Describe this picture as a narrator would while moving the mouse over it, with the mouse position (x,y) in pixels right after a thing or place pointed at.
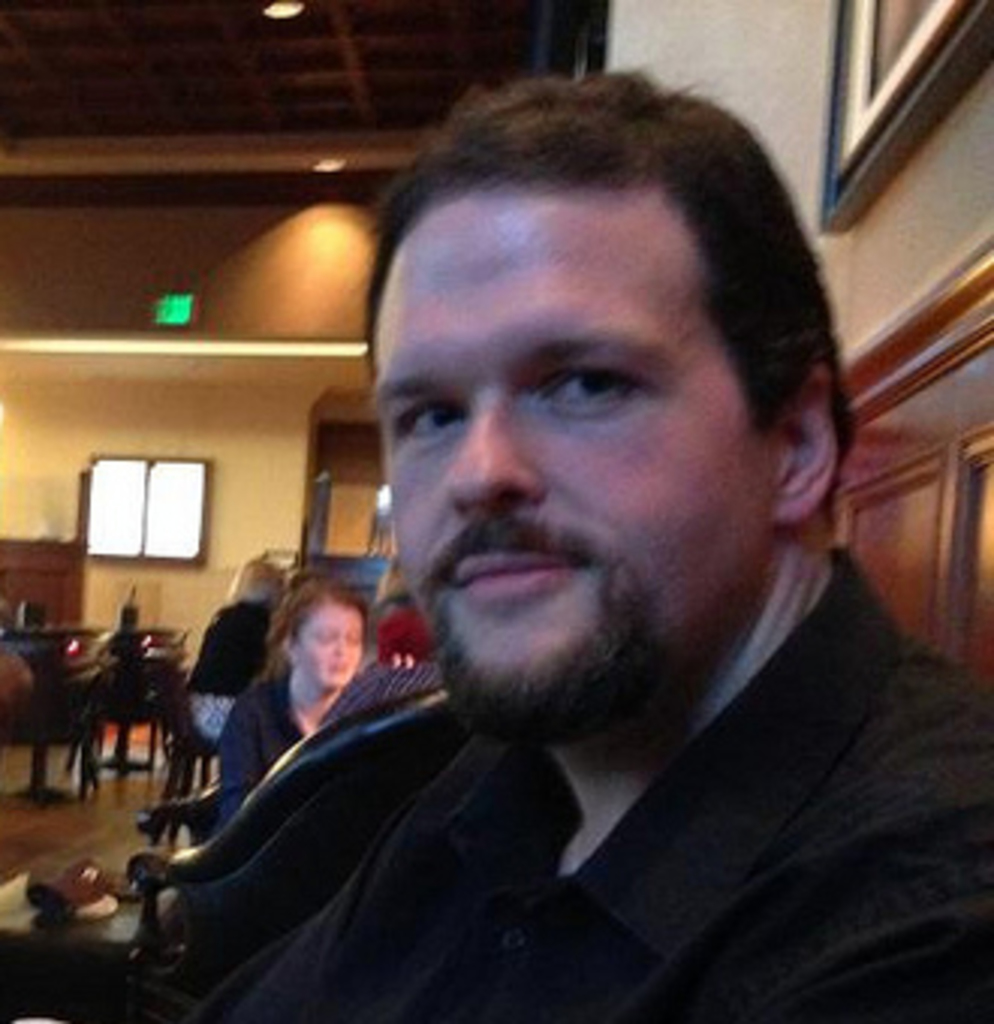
This image consists of a man (584,926) wearing a black shirt (620,923). It looks like a restaurant (257,118). In the background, we can see many people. And we can see tables (170,665) and chairs (264,805). At the top (292,114), there is a roof (346,150) along with the light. On the right (870,177), there is a frame (853,190) on the wall (726,97). At the bottom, there is a floor (27,859).
